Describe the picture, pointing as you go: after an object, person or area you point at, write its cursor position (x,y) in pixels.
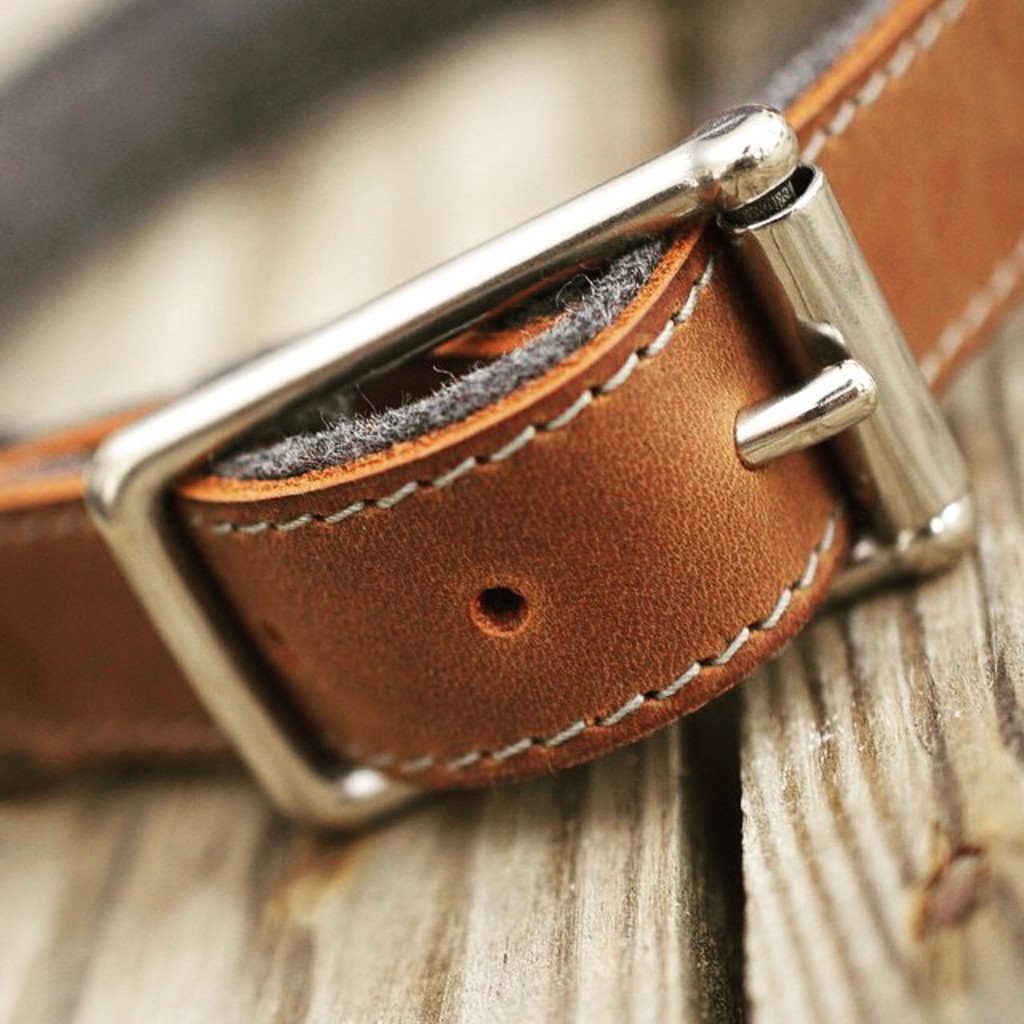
In this picture we can see a belt (689,498) and blurry background (271,301).
